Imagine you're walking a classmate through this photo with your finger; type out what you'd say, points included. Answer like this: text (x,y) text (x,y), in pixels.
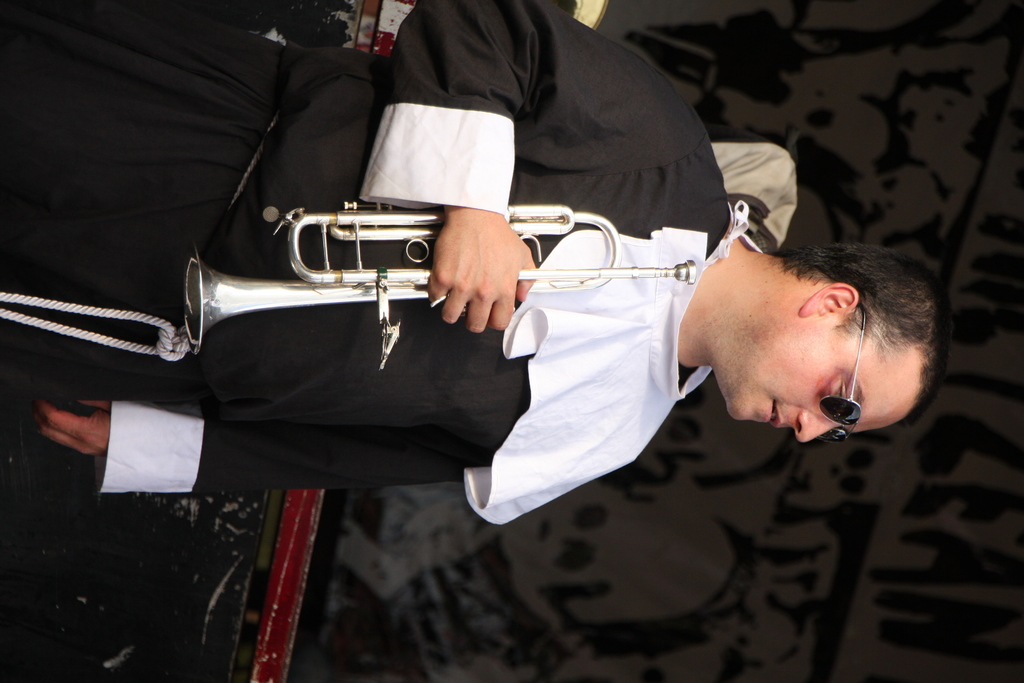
This is the picture of a person (56,422) wearing black dress (461,86) and holding a musical instrument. And the background (989,97) is dark.
